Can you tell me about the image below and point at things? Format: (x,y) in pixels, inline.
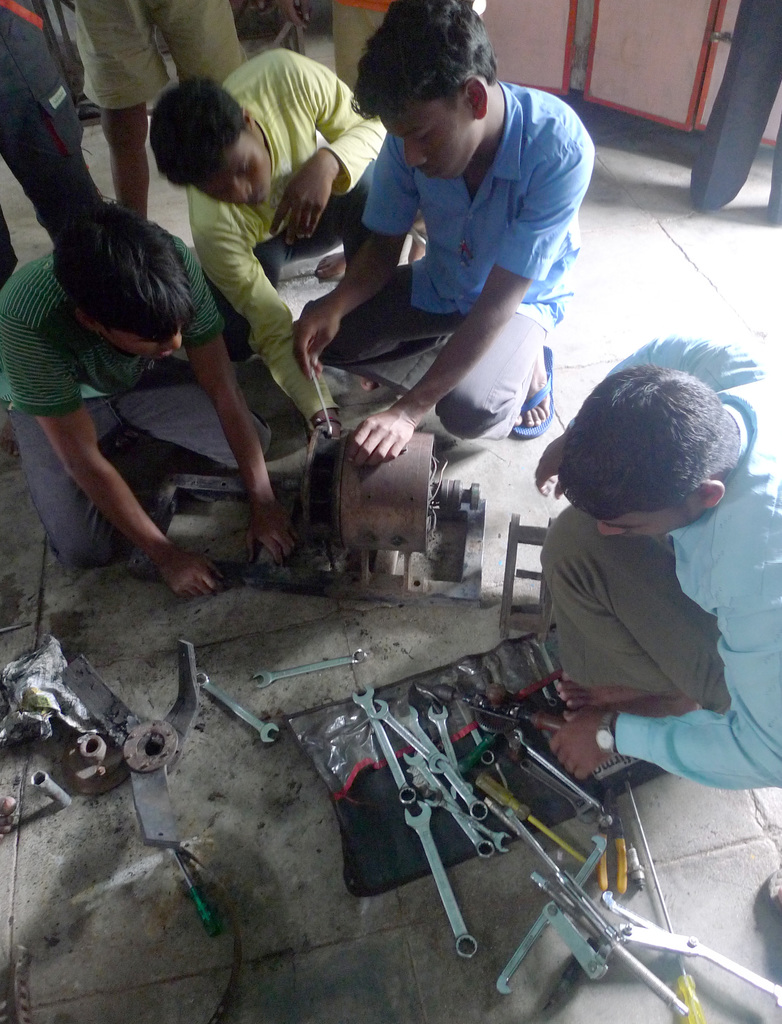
This image is taken indoors. At the bottom of the image (317,930) there is a floor (485,973). In the background (541,61) there are two cupboards (629,44) and a few people (199,64) are standing on the floor (736,205). In the middle of the image (450,363) four men (666,579) are in a squatting position. There are many objects (334,462) and things (579,806) on the floor (302,985).
